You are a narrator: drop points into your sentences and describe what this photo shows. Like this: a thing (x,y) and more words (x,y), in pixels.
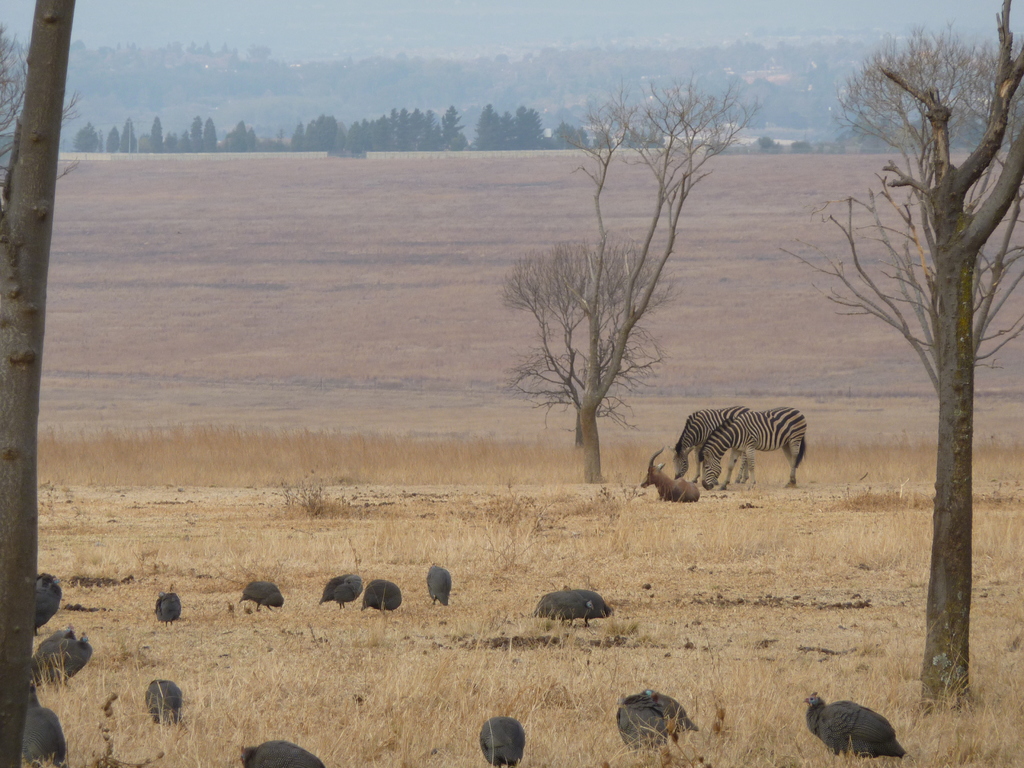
In this picture we can see there are guinea fowl (40,613), zebras (700,461) and an animal (689,484) on the grass (504,614). At the top of the image (256,114), there are trees (386,72) and the ground (283,162).
